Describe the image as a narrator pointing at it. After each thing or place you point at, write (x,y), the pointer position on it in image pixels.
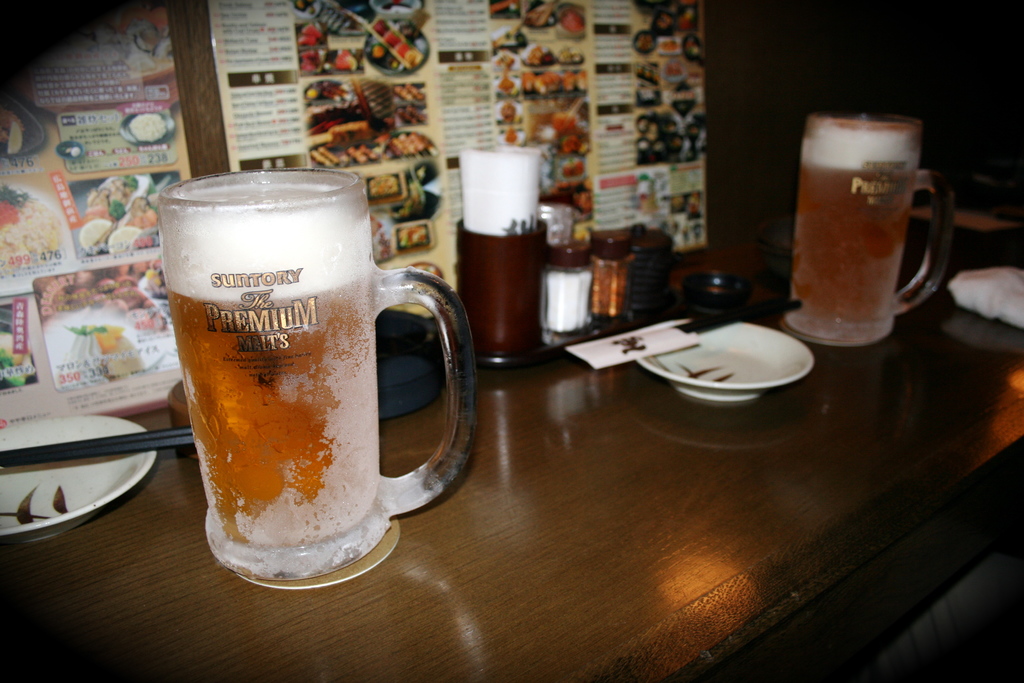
In the image there is a table (676,578). To the right (833,253) and left there are two mugs (860,226). To the left (45,505) there is a plate (60,492) with the chopsticks (107,441). In the center (536,313) there are some jars (658,239), tissues (474,215) and one plate (688,356). In the background (478,68) there is a food menu (235,98).
